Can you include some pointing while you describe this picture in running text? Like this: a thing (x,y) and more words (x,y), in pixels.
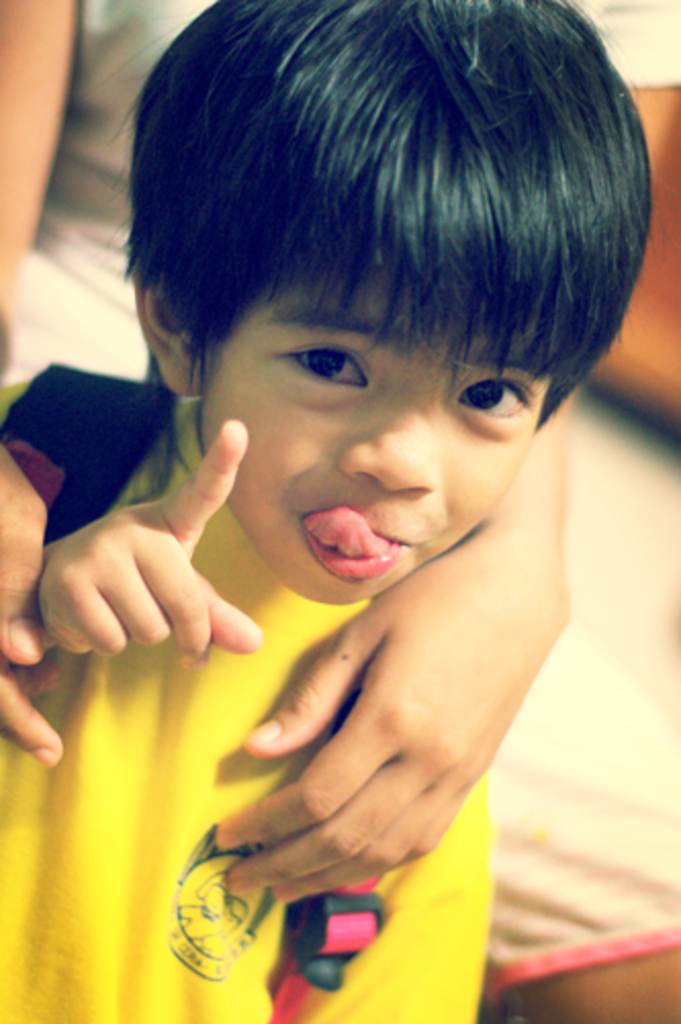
In this picture there is a boy (161,253) standing with yellow t-shirt (191,695). At the back (636,890) there is a person (630,854) sitting and holding the boy (198,768).
